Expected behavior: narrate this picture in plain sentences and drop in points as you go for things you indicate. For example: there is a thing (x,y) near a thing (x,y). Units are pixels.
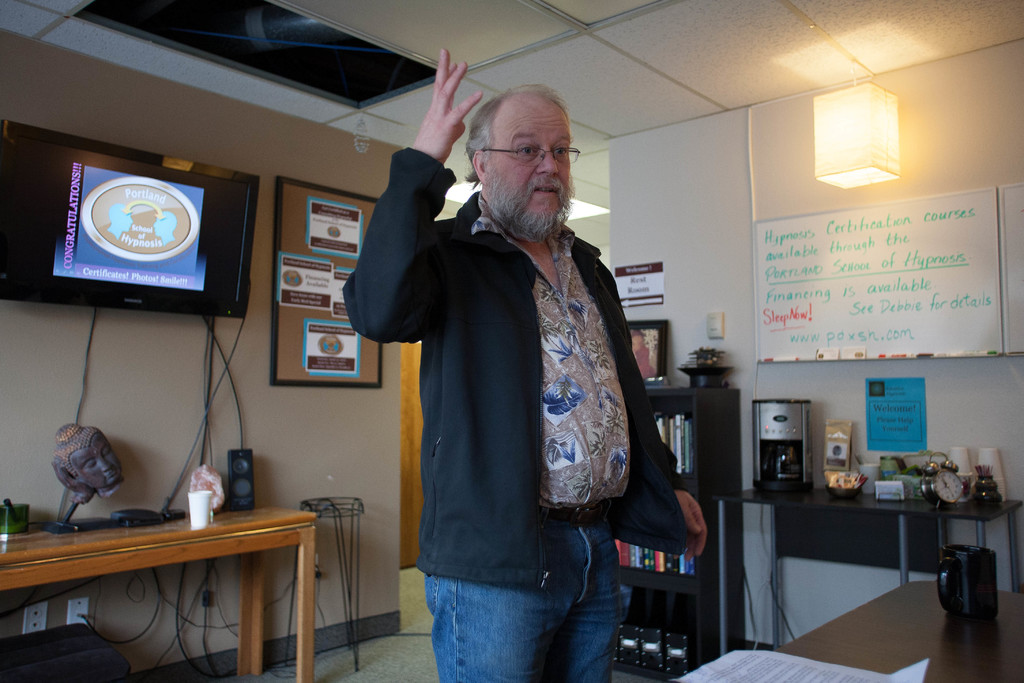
At the top (760,52) we can see ceiling (761,73). These are lights (891,142). We can see whiteboard (925,306), television (96,266) over a wall (15,308). On the table (242,537) we can see sculpture (81,473), speakers (233,497), glass (197,523), device (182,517) and a clock (926,471). Here in desk (685,599), we can see books (684,447) arranged in a sequence manner. On a desk (705,394) we can see a plant (698,373) and a frame (660,356). Here at the right side of the picture (842,682) we can see a paper (828,672) and a cup (945,585) in black colour. This is a floor (412,652). Here we can see sockets (35,628) under the table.
